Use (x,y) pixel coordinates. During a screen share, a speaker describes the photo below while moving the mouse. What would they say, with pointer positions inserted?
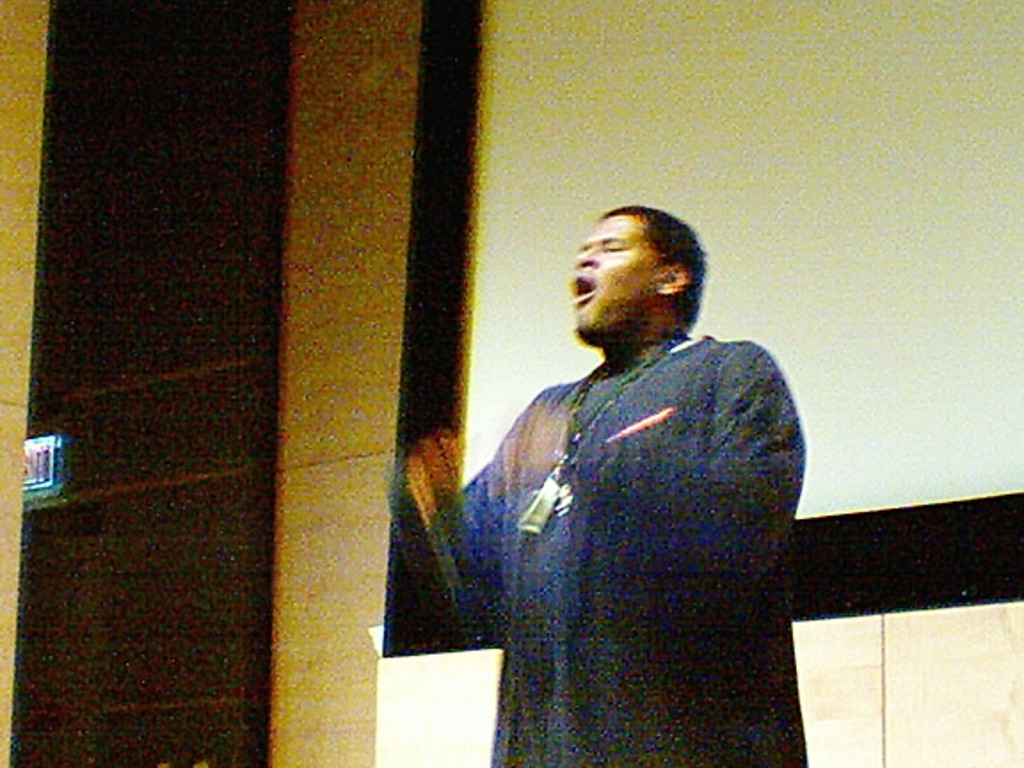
In this picture I can see a person (511,441). I can see projector screen (539,150).
